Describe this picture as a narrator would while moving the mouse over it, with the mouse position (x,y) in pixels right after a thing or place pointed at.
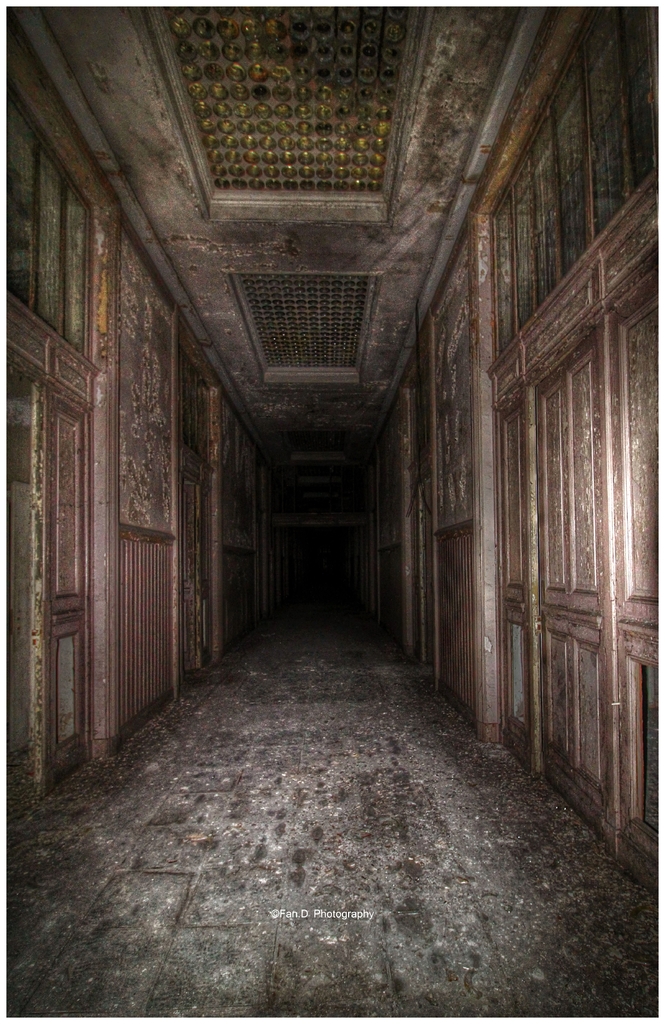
This is an inside view of a building (390,676), and there is a watermark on the image.
